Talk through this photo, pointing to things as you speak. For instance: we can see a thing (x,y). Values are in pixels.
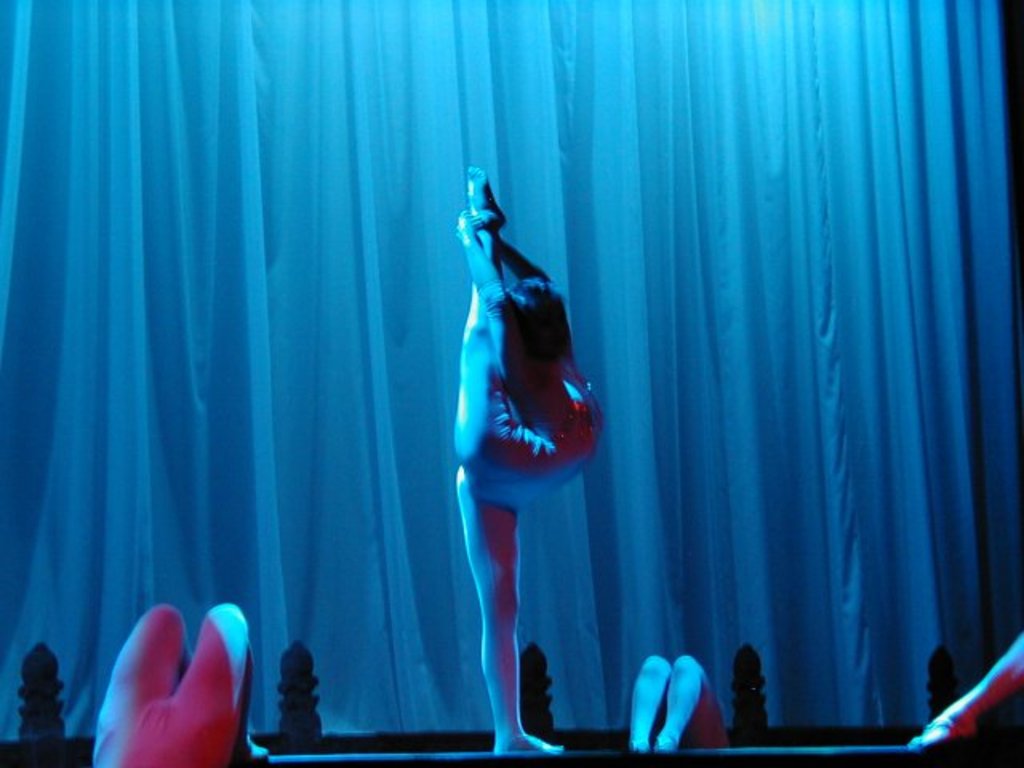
In the center of the image (537,386) we can see people (196,722) performing gymnastics. In the background (159,331) there is a curtain (797,269).
